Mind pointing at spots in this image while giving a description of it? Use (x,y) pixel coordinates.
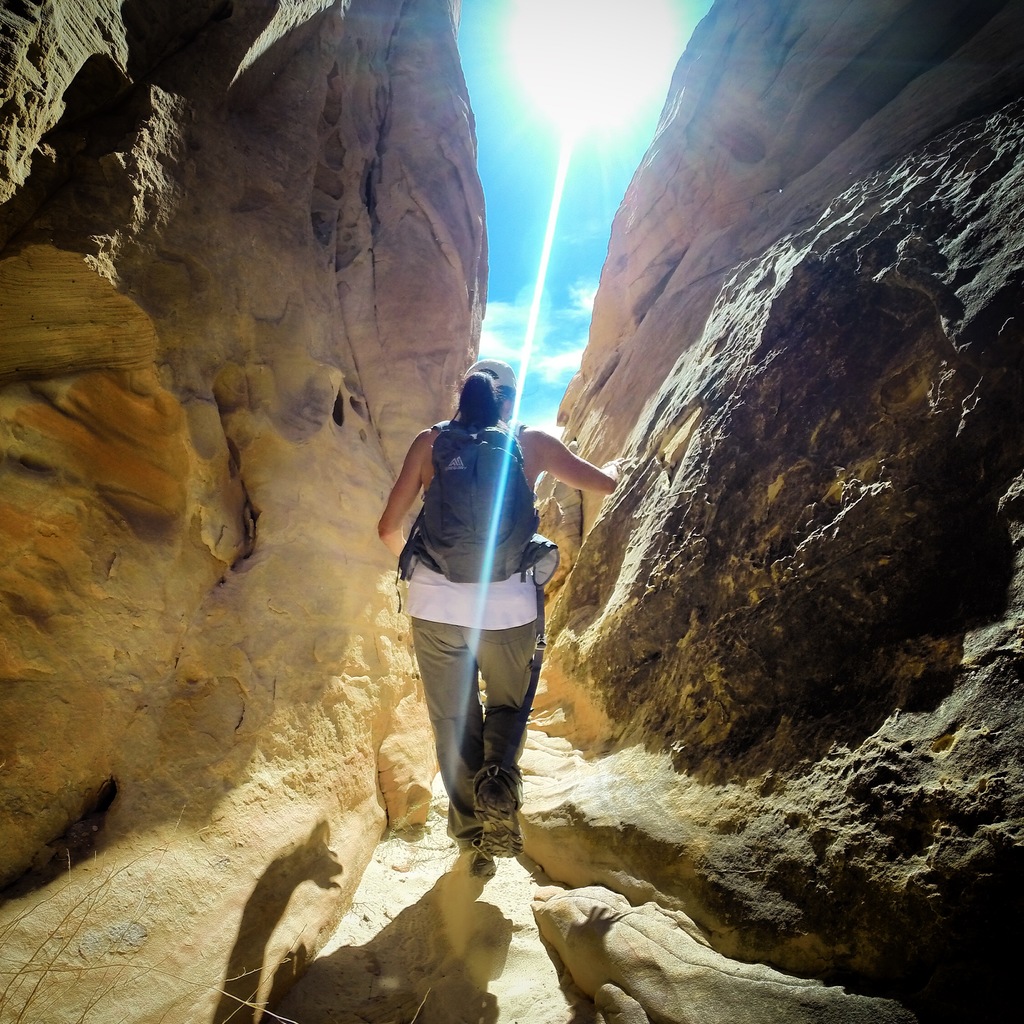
Here I can see a person (469,634) wearing a bag (455,513), cap (488,368) on the head (475,376) and walking on the ground (460,890) towards the back side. On the right (744,592) and left side of the image (167,544) I can see the rocks (718,767). At the top of the image (528,219) I can see the sky (530,215) along with the sun (567,70).
